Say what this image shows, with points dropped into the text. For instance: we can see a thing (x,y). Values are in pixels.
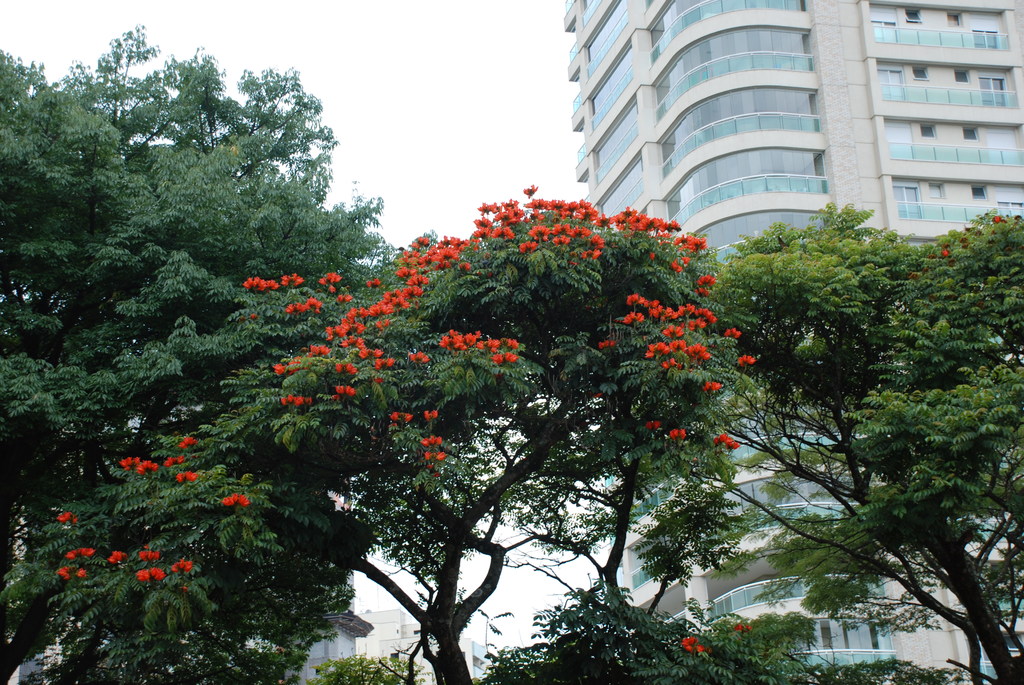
This is an outside view. At the bottom (698,628) there are some trees (223,448) and also I can see red color flowers (363,324) to a tree (412,355). In the background (337,647) there are few buildings (368,622). At the top of the image (425,80) I can see the sky (372,87).
